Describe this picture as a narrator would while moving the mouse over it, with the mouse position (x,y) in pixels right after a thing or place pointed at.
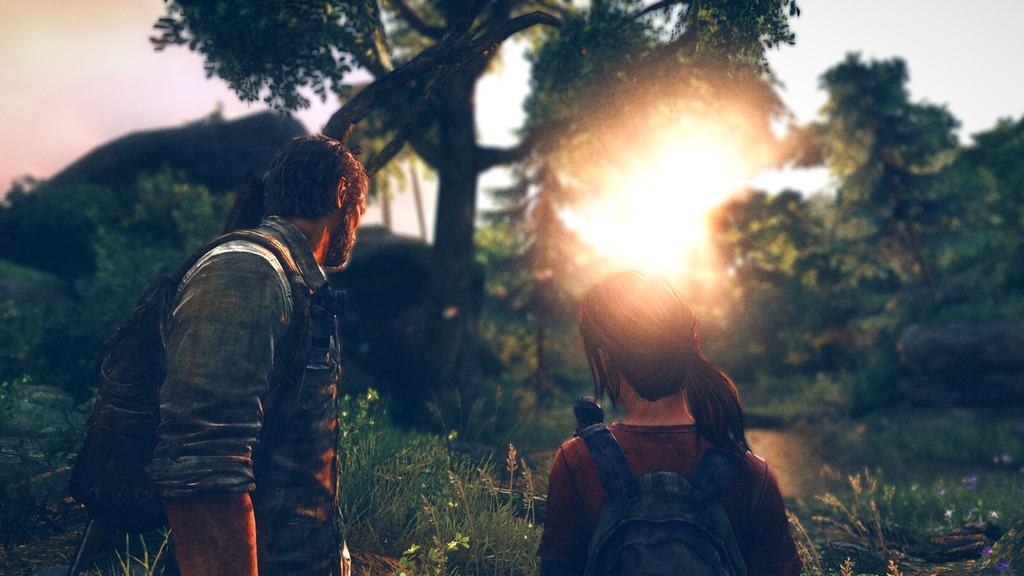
In this image I can see two people (331,420). In the background (1007,260), I can see the trees (818,245) and the sunrise (618,192).
